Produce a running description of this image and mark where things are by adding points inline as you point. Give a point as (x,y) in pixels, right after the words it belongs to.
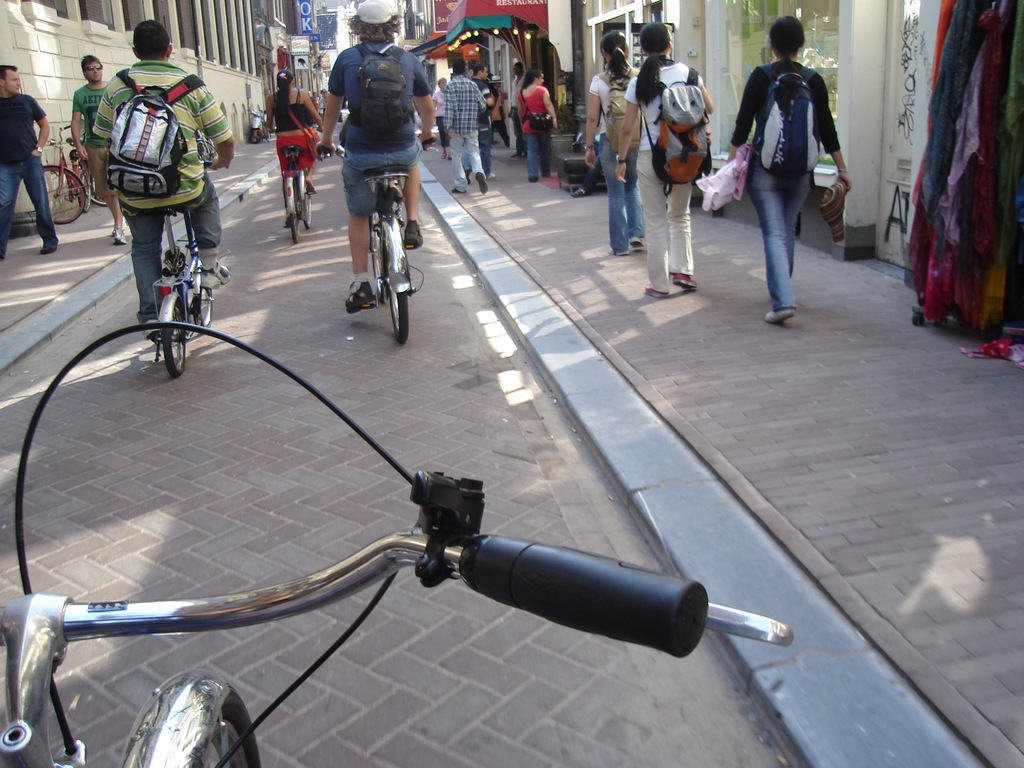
In this picture, it seems to be a street (413,257) view where, the people (611,241) they are walking on the foot path (599,219) and there are some people (145,57) they are cycling on the road side (323,198), there are some buildings (188,60) at the left side of the image (215,66).
